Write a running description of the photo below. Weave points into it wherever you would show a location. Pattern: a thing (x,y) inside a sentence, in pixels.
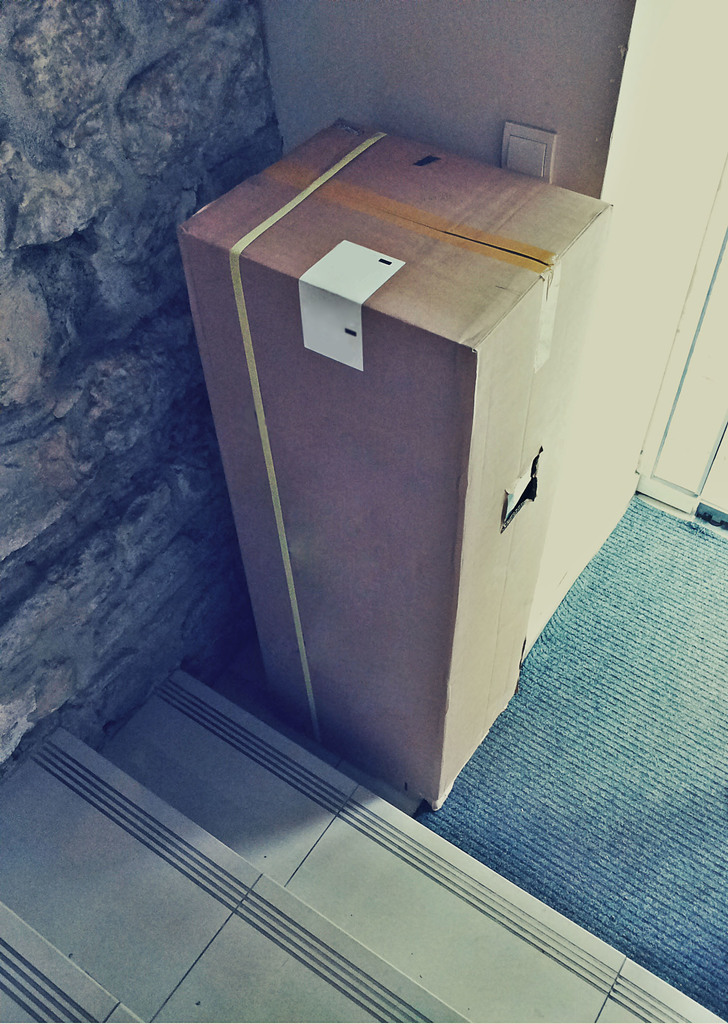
In this picture we can see a cardboard box (569,237) on a blue carpet (556,823). There is a switch (513,153) on the wall (592,410). We can see few stairs (115,988) and a stone wall (14,538) on the left side (132,622).
